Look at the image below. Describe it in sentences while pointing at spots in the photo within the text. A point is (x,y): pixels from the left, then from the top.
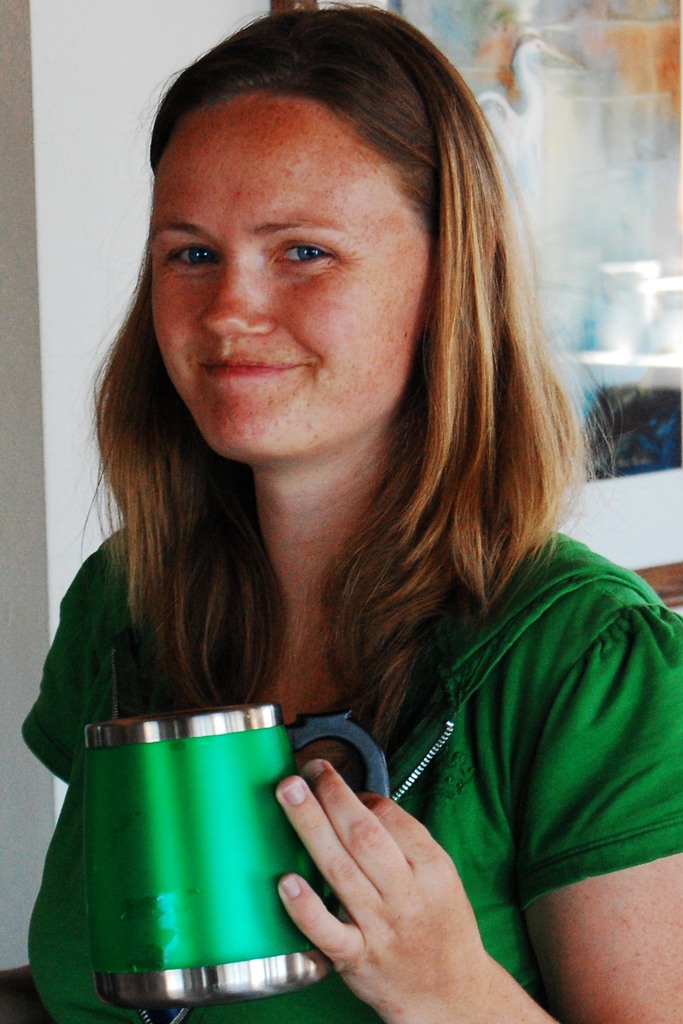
In the image there is a woman (351,480), she is holding a cup (229,860) with her hand (305,816) and smiling. Behind the woman (395,41) there is some poster (564,145) attached to the wall (111,81).
